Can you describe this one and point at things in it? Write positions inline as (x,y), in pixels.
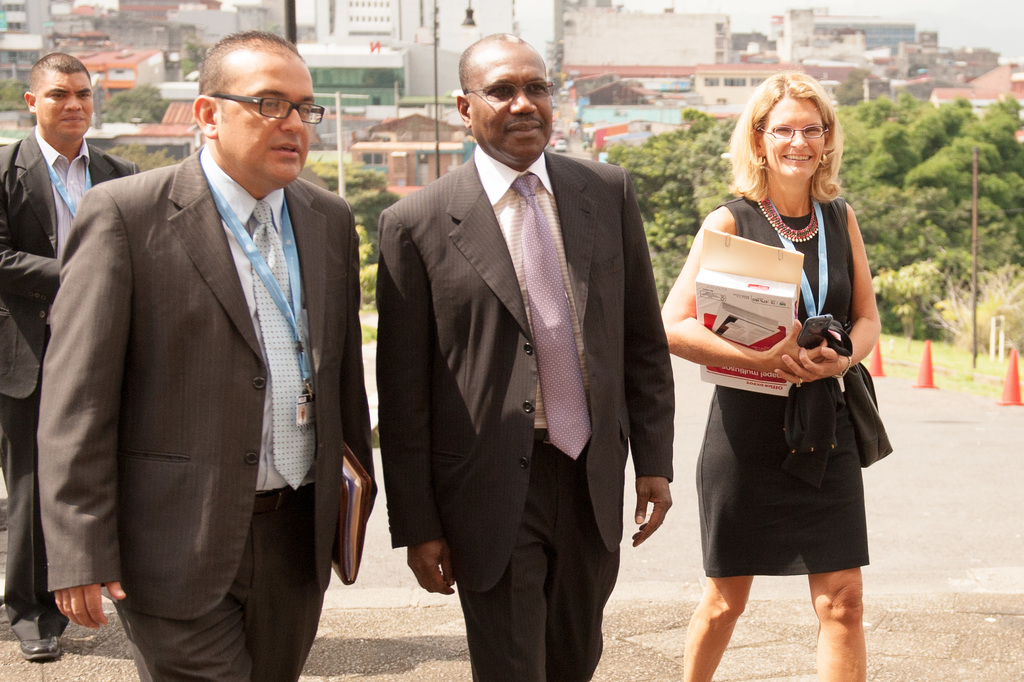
In the picture we can see two men (509,440) and a woman (827,626) walking and coming, men (223,341) are in blazers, ties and one man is wearing a tag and ID card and the woman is holding a box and mobile phone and behind them, we can see a man (33,321) standing in blazer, and ID card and beside them we can see some poles (339,130), trees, plants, houses (372,151) and buildings (926,41).
